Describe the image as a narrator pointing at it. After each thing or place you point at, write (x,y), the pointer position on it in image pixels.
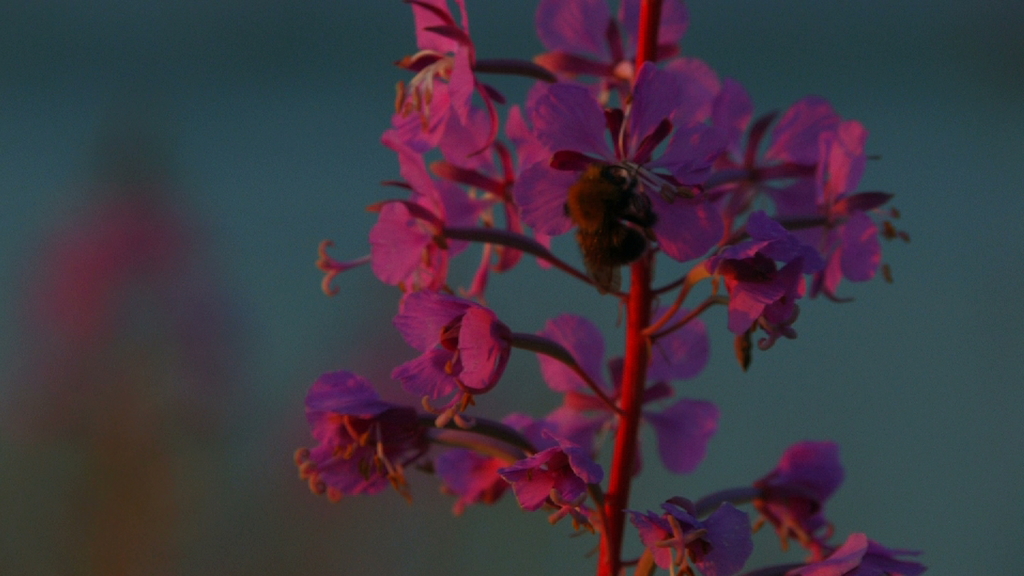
In this image there is a plant (494,141) with some flowers (481,159) as we can see in the middle of this image (398,315).
